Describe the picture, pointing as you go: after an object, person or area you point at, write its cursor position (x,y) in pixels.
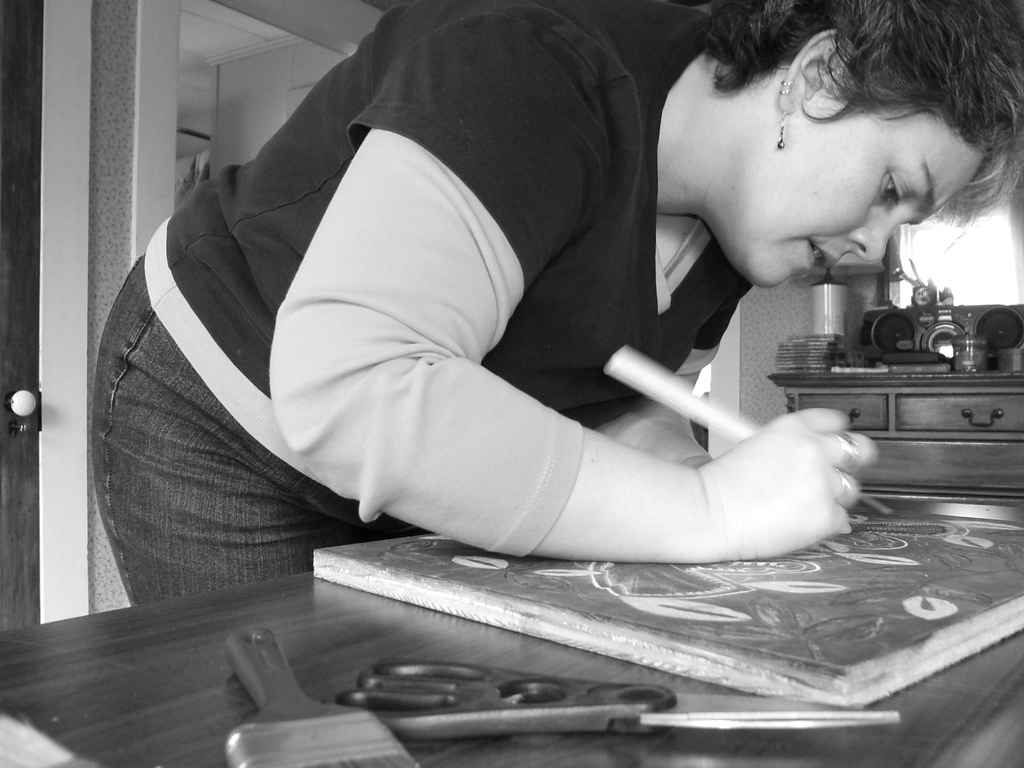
There is a black and white image. In this image, there is a person (534,230) wearing clothes (537,266) and drawing something on the board (855,546) which is on the table (955,699). There is a scissor (532,724) and brush (348,734) at the bottom of the image (290,729).
